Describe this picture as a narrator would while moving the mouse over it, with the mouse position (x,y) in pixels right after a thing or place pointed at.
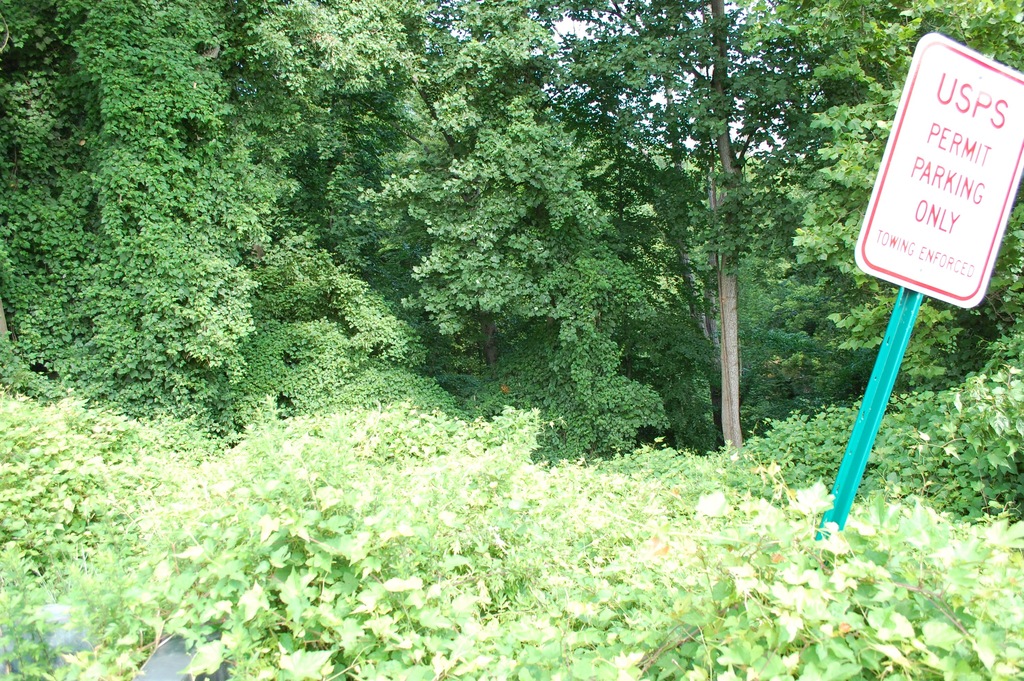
In this picture there are trees (635,225) and there are plants (475,520). On the right side (920,282) there is a board (920,240) with some text (941,174) written on it.
